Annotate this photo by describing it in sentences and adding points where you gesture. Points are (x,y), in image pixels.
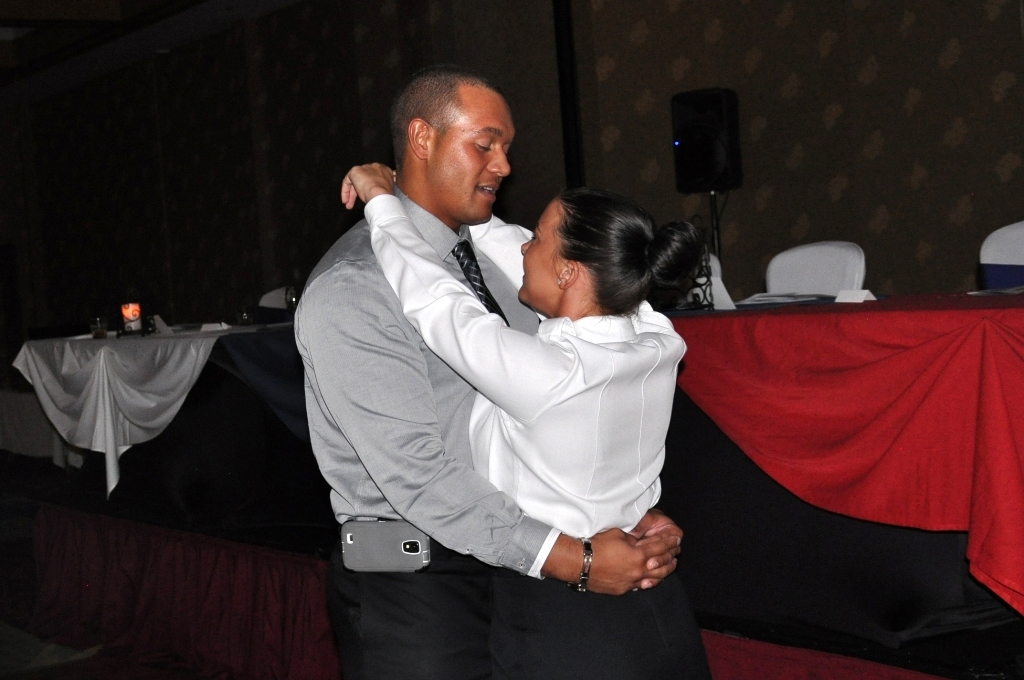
this picture shows a man (370,253) and woman (506,384) hugging each other we see few chairs (844,282) and tables (758,406).
